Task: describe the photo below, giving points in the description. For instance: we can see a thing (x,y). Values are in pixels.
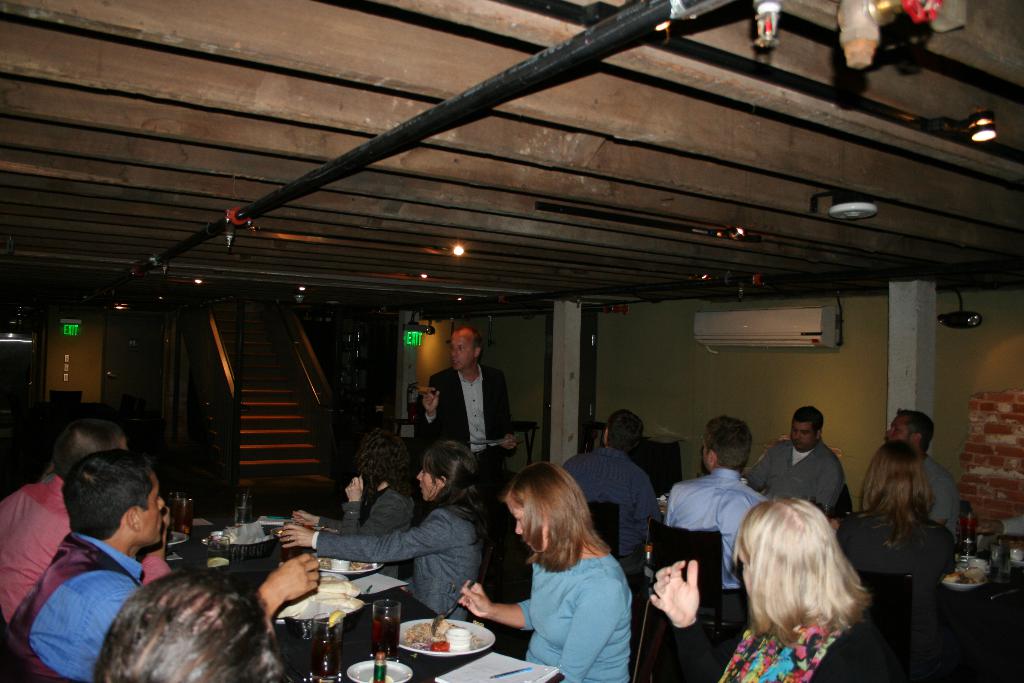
There are group of people (304,562) sitting and dining in front of a table (200,530). There are men (676,505) and women (417,560) here. In the background (295,436) there are stairs (256,394). One guy (456,422) is standing here.
